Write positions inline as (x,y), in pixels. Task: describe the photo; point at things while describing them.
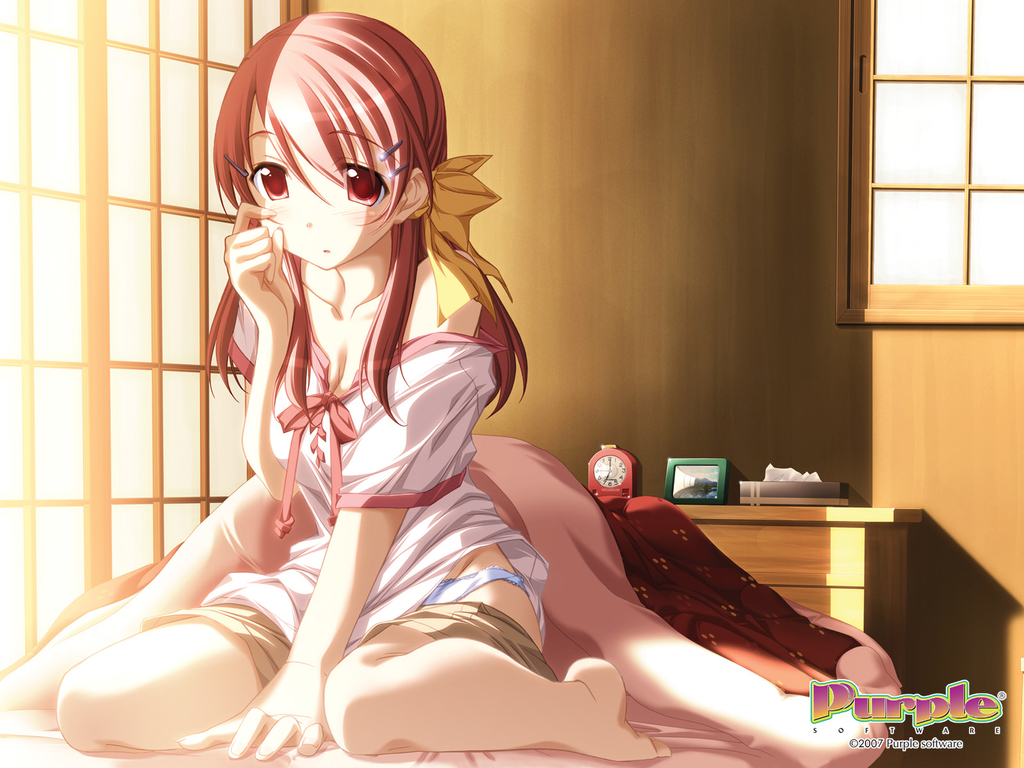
In this picture I can observe cartoon image of a woman (307,394) sitting on the bed (98,638). Behind the bed (622,503) there is a desk (770,545) on which I can observe an alarm (617,479). On the left side (98,239) there are windows (112,226). In the background (509,249) there is wall (691,170) which is in brown color.
